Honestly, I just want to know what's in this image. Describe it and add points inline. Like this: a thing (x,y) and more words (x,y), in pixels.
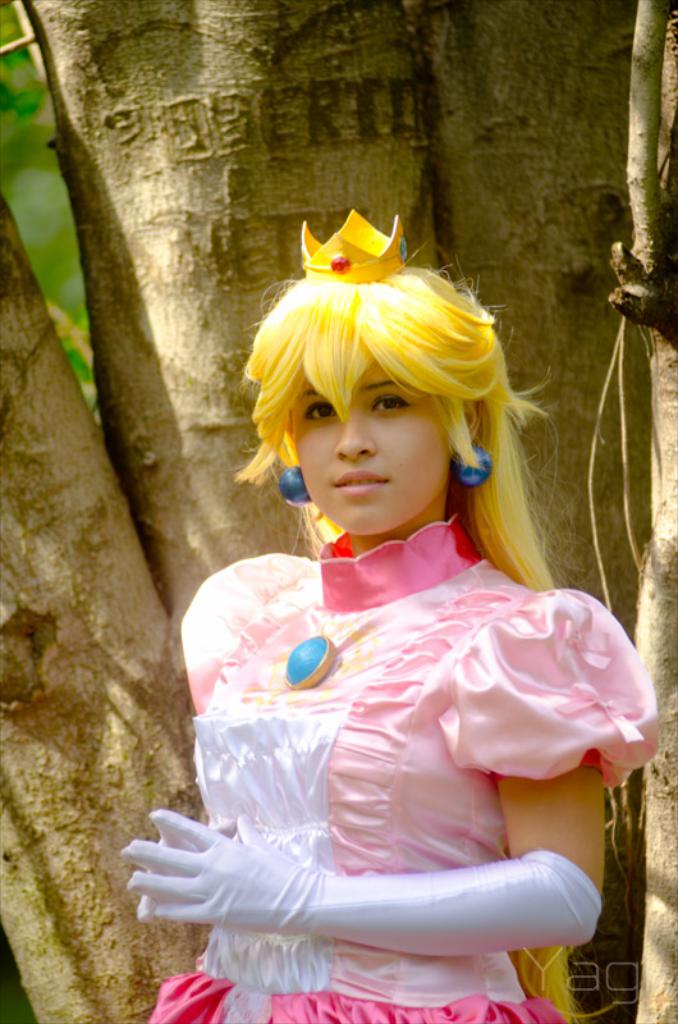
In this image we can see the women (310,524) wearing the hand gloves (234,896). In the background (324,72) we can see the barks (252,199) of a tree (524,133). In the bottom right corner (566,971) we can see the text (591,973).
